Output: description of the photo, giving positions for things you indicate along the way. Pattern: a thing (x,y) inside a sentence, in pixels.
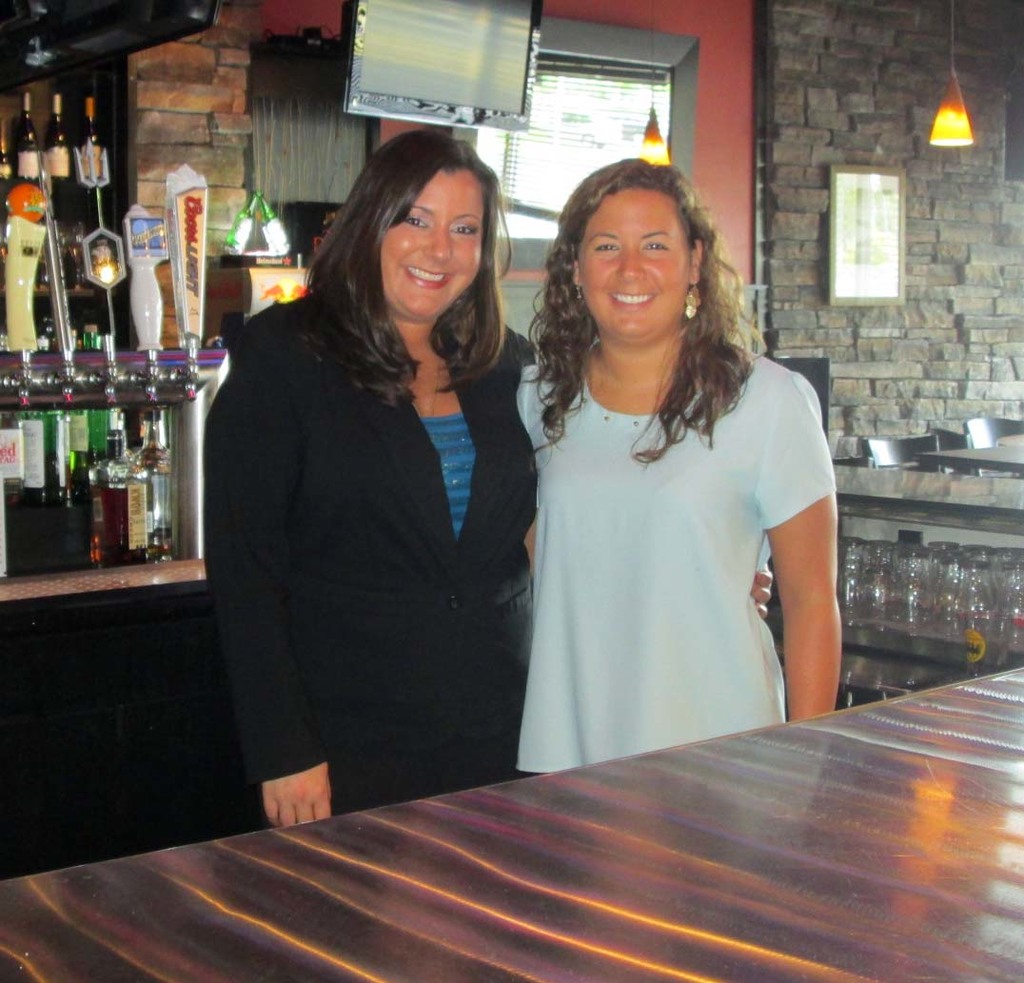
In the background (920,44) we can see a frame (890,211) on the wall (957,222). In this picture we can see the screens (432,31), lights (643,152), bottles (65,125), chairs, objects (820,388), tables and glasses (977,588). We can see women (570,380) are standing and smiling. At the bottom portion of the picture (790,828) it looks like a table (751,881).
